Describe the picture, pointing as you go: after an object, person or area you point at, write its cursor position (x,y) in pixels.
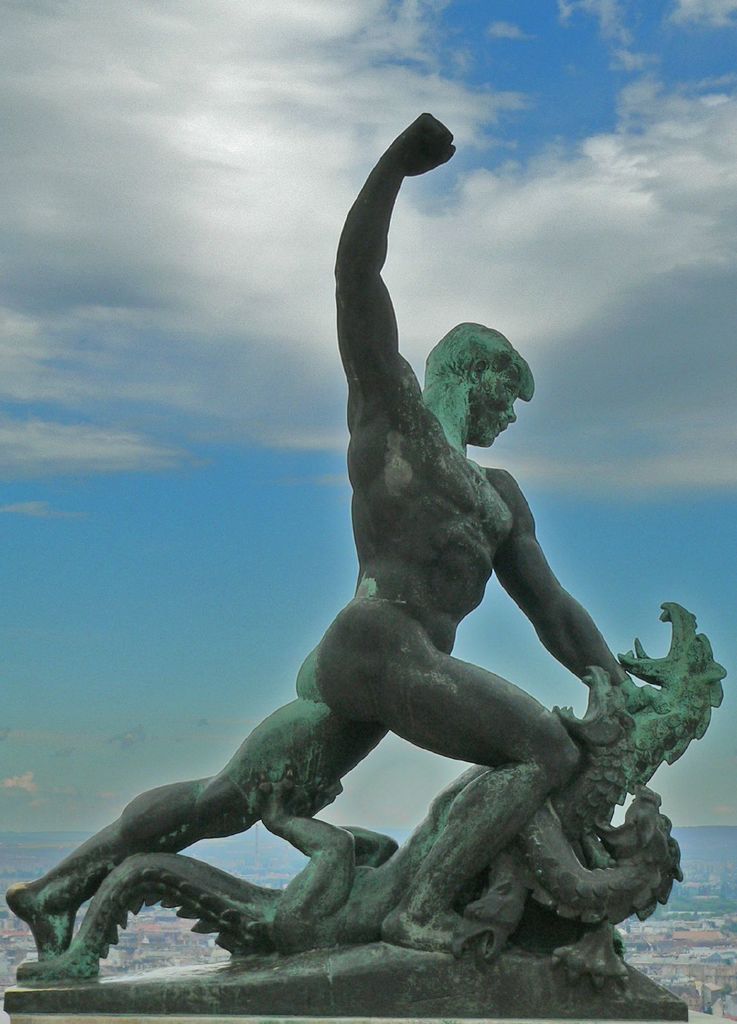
In this picture we can see a statue (470,798) here, in the background (599,374) there is a cloudy sky (600,309).
